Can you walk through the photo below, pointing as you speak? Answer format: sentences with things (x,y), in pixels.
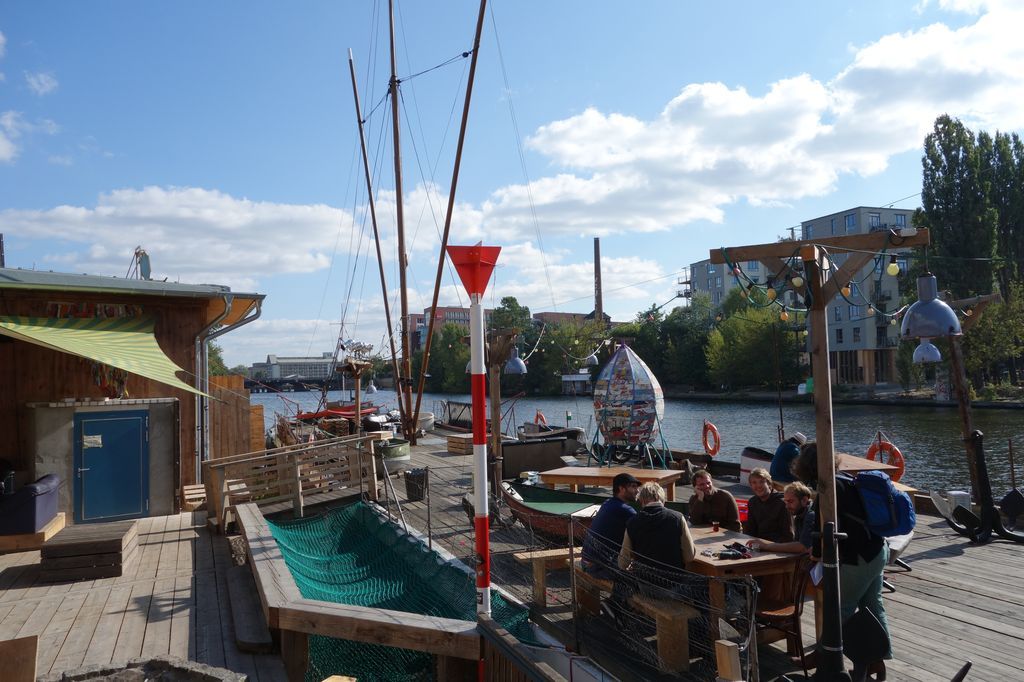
In this image there are persons (760,522) sitting and there is a man (853,570) standing and there are poles (500,420). there is water (507,407), there are trees (578,329), buildings (447,315) and the sky (287,316) is cloudy and there are boats (578,514) in the water (546,411).
